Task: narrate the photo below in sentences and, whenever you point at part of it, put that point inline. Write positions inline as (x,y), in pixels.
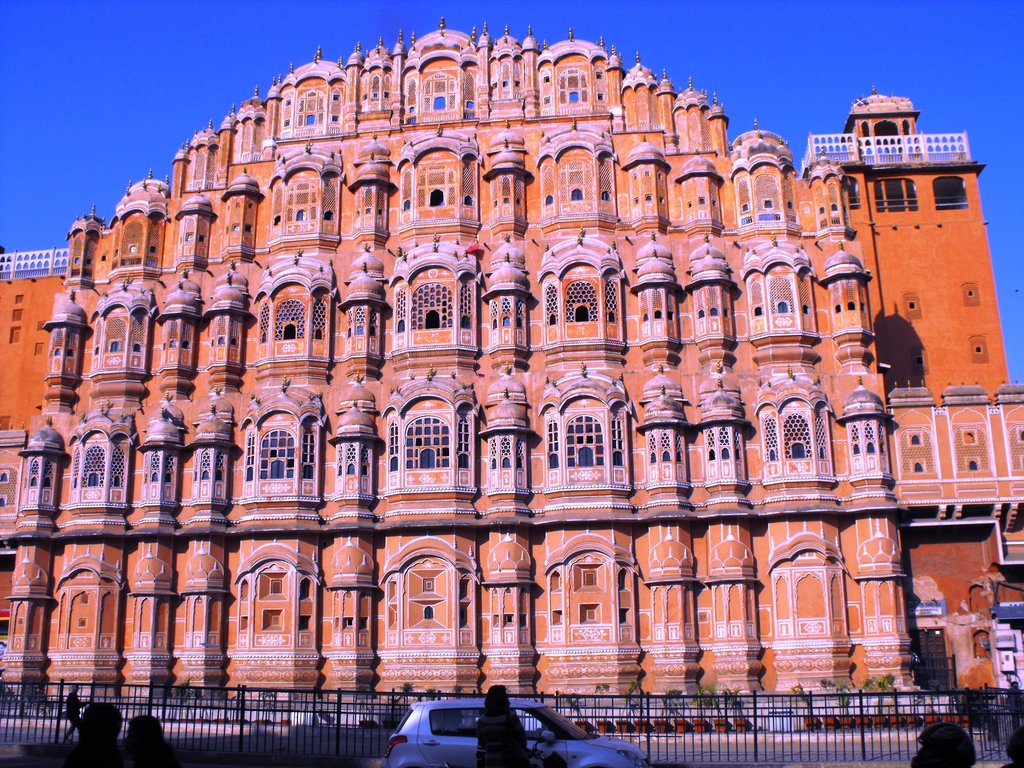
In this image we can see a building (394,292), there are windows (595,280), there is a car (560,744) travelling on the road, there are group of persons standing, there is a fencing (727,716), there are flower pots (712,700), there is sky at the top (940,64).
